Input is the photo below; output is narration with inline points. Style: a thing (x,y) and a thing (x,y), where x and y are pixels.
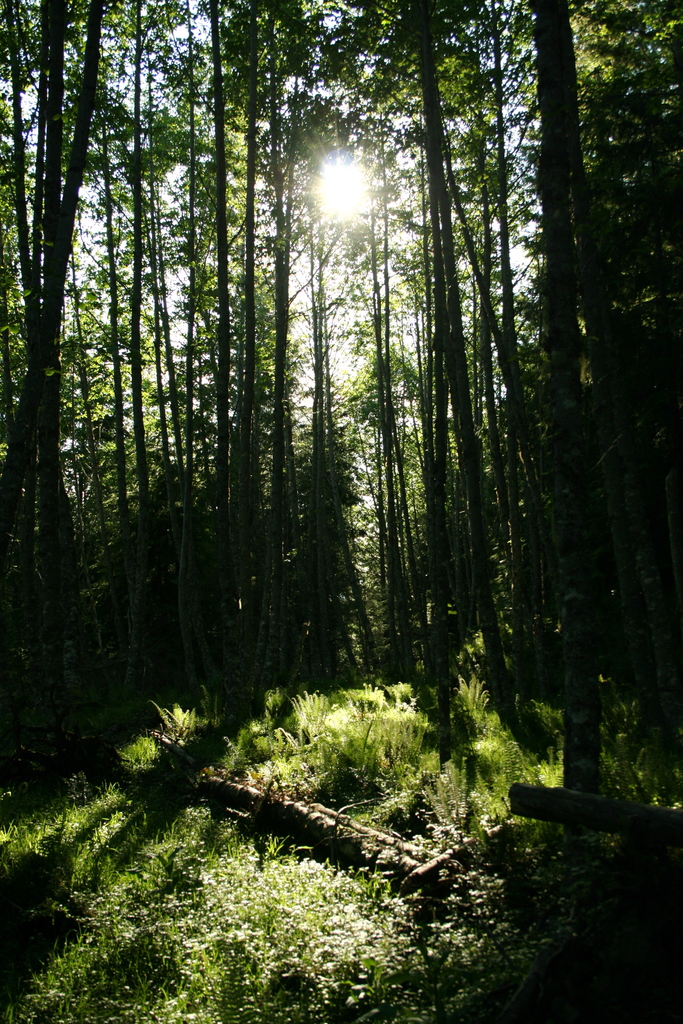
In this picture we can see sun rays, grass (120,802) and trees (264,56).
